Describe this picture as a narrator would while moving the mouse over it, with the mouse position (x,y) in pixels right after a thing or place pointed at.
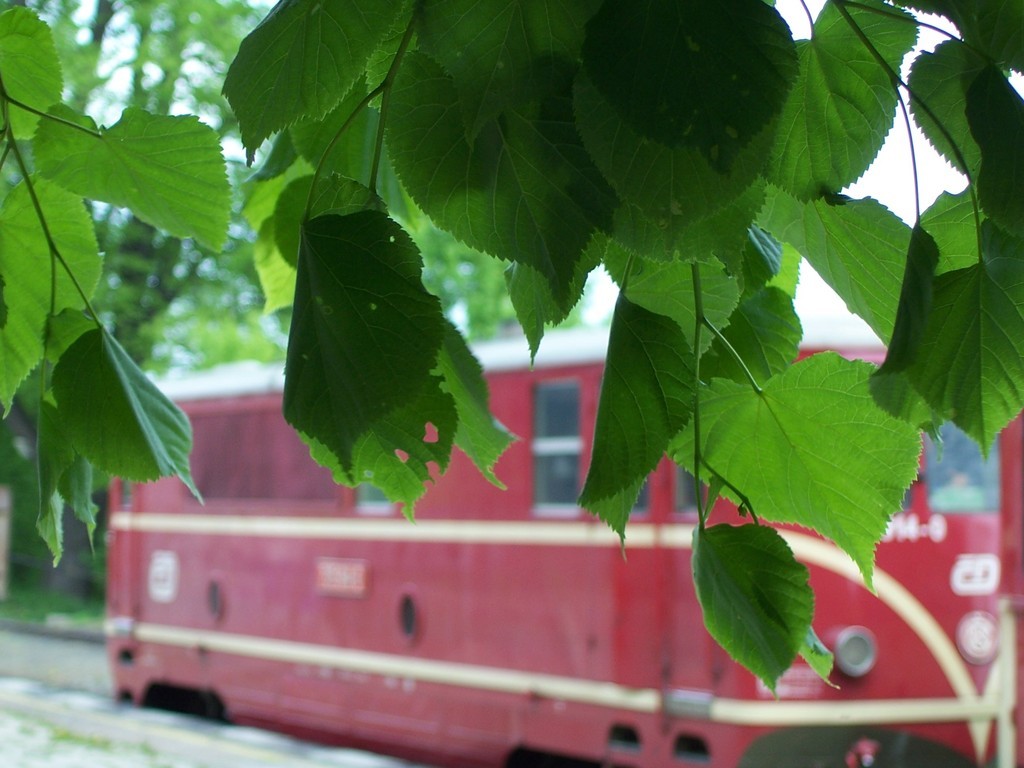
In this image I can see leaves (346,464) and trees (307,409), red color train (115,594) and the sky (813,320) visible.
